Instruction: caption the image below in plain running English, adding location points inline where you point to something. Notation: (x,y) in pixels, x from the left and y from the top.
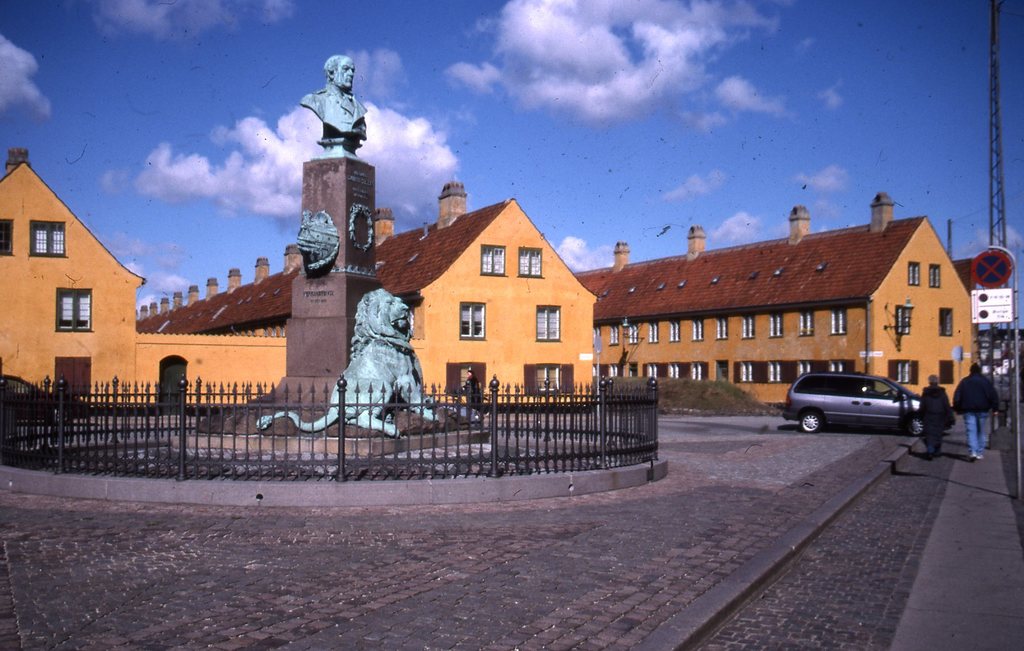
In this image we can see statues (392,314), fence (564,456), car (846,396) on the road (844,479), two persons (968,433) walking on the road (920,461), there is a sign board (984,294), few buildings (927,235), a pole (991,48) and the sky (631,157) with clouds (612,71).
